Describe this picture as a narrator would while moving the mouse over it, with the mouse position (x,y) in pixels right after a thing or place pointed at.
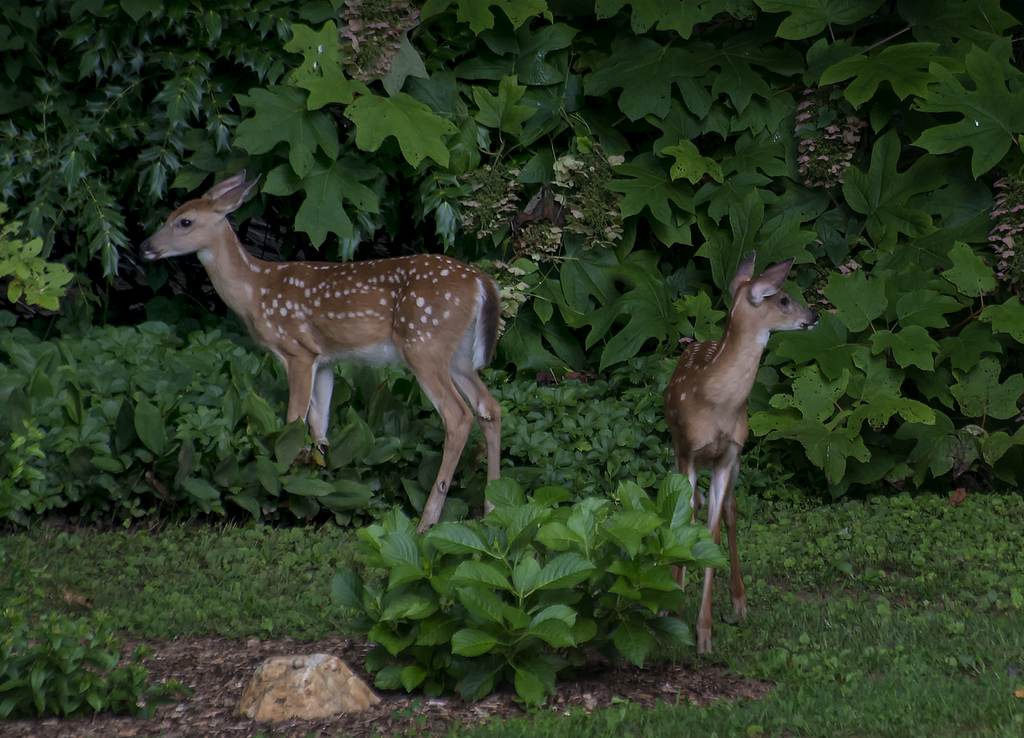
In the center of the image (381,337) there are deers (732,570). At the bottom (631,661) there are shrubs (601,532). In the background (584,94) there are bushes (671,92).
